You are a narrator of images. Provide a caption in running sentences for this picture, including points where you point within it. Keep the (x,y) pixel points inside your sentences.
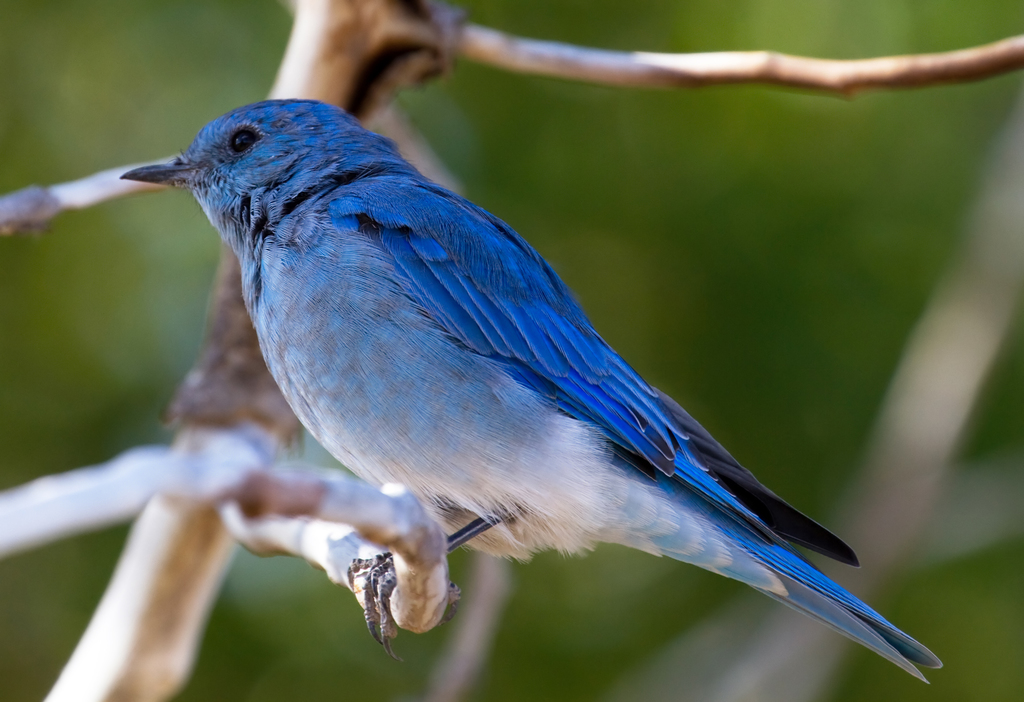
In this picture there is a beautiful blue color bird (374,416) sitting on the tree branch (259,475). Behind there is a green color blur background (896,382).
